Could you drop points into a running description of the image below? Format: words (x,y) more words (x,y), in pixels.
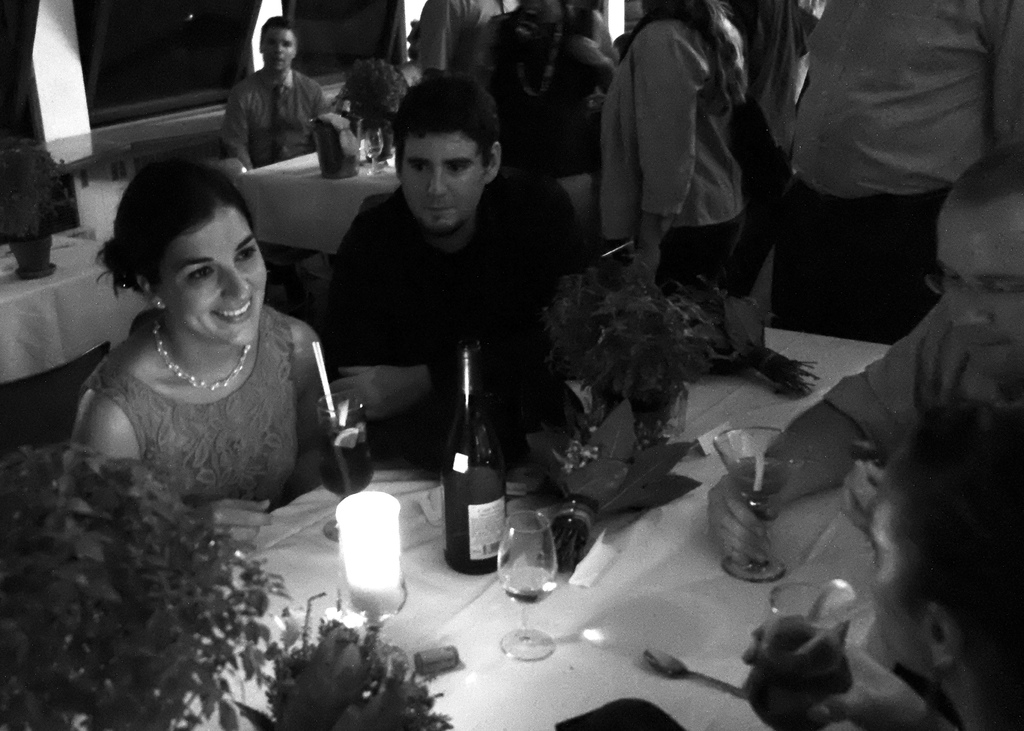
In this picture we can see some persons (222,394) sitting on the chairs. This is the table (514,668). On the table (568,595) there are some glasses (342,410), bottle (449,542), and a candle (355,587). This is the plant (120,537). On the background (640,215) we can see some persons (807,167) standing on the floor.
